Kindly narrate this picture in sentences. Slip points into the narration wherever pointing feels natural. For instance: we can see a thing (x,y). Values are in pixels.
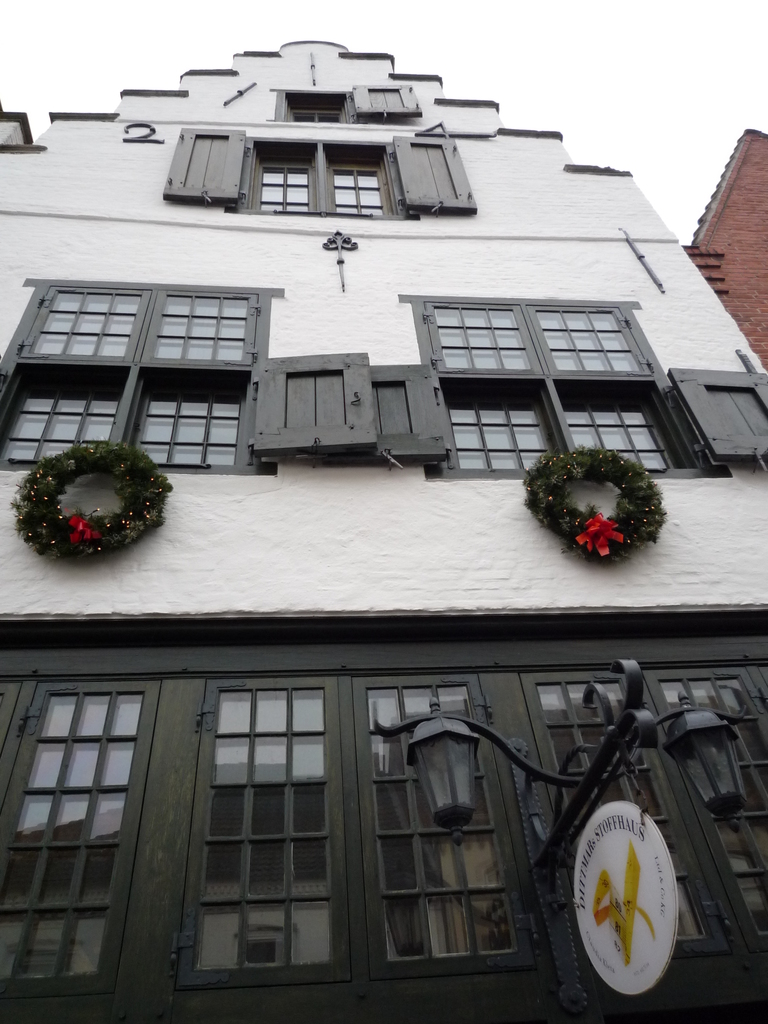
In this image we can see buildings (303,293). There are windows (214,302). There is a light pole (605,763). At the top of the image (198,66) there is sky (702,94).
